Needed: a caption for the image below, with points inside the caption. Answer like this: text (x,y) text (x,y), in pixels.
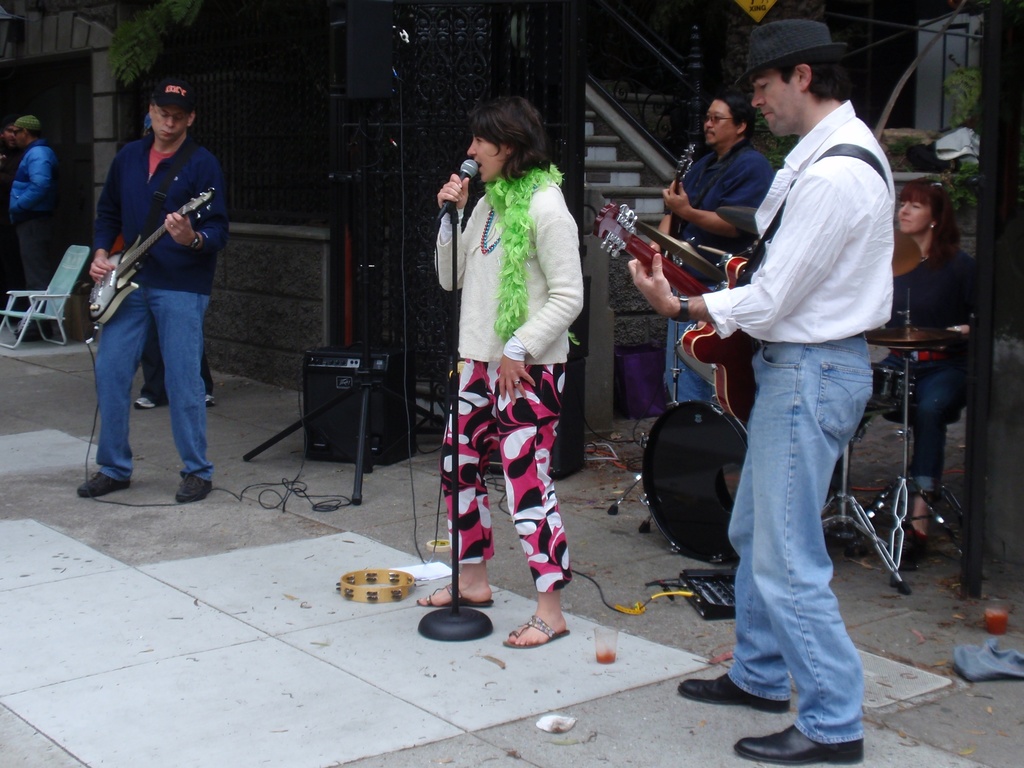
In the middle (560,310) a beautiful woman (476,389) is standing and singing in the microphone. She wore dress (473,225), on the right side (850,703) a man (817,249) is standing and playing the guitar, he wore a cap (813,53). On the left side (127,299) another man (144,322) is standing.
